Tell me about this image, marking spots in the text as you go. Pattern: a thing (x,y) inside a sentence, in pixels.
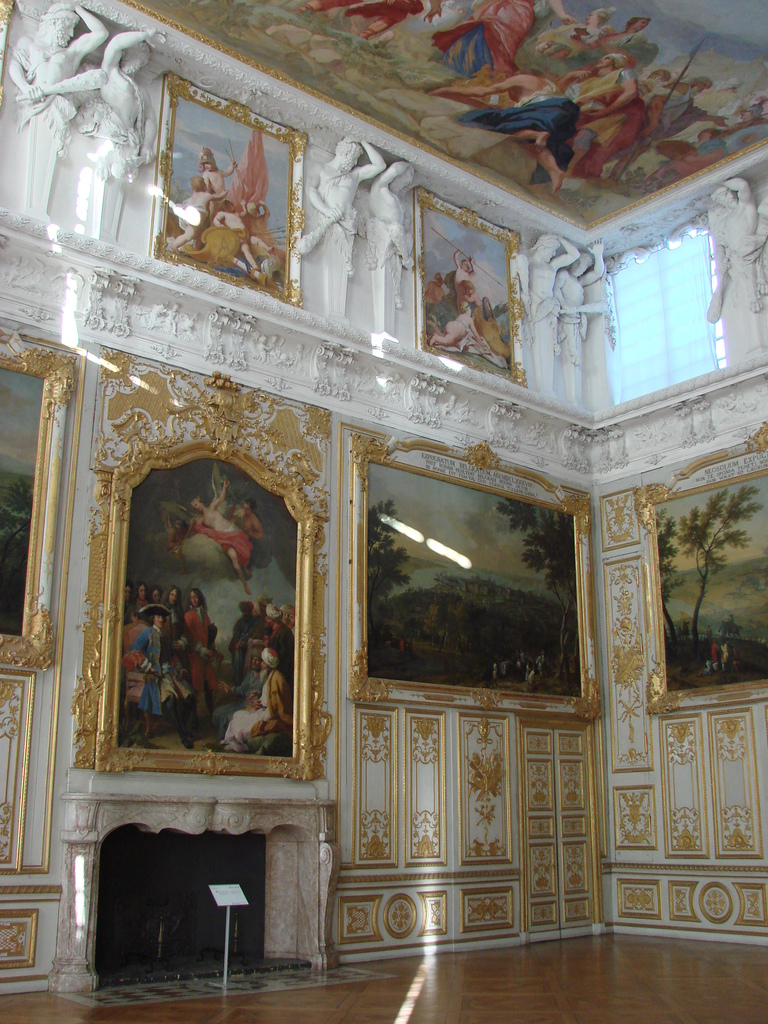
In this image we can see an inner view (446,587) of a building (608,754) containing some photo frames (290,735) on the walls (292,793), the sculptures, a window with a curtain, a roof (738,117) with some pictures (547,15) and a sign stand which is placed on the floor (436,988).
